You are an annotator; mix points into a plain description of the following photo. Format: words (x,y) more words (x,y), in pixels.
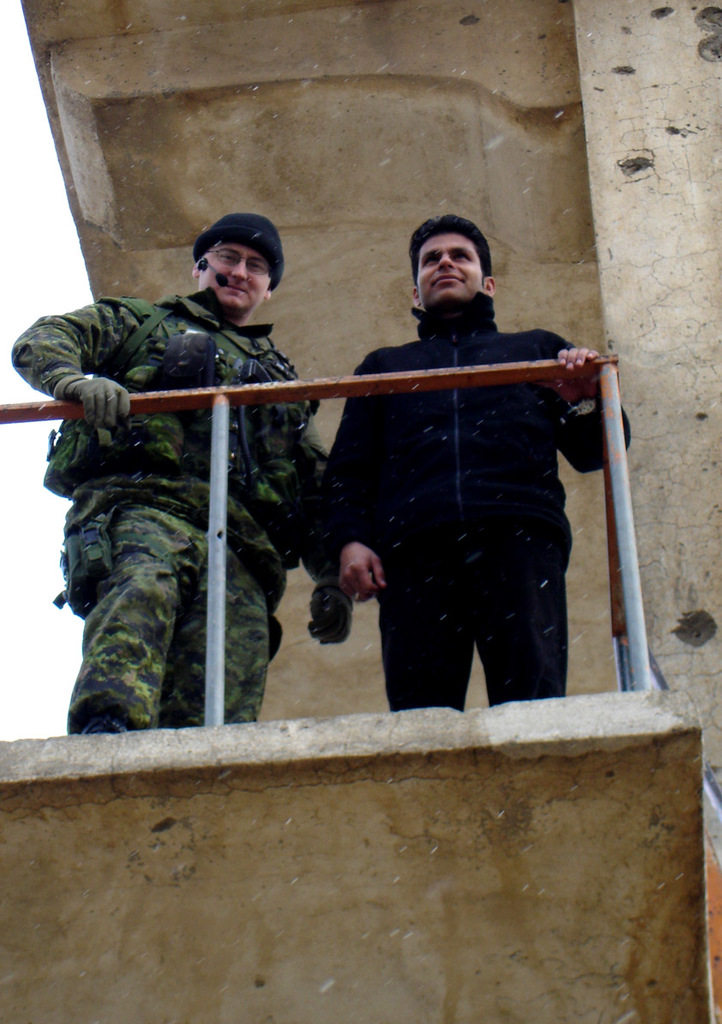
There are two men (447,361) in the center of the image (378,405), it seems to be they are standing on a building (569,583) in front of a railing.
